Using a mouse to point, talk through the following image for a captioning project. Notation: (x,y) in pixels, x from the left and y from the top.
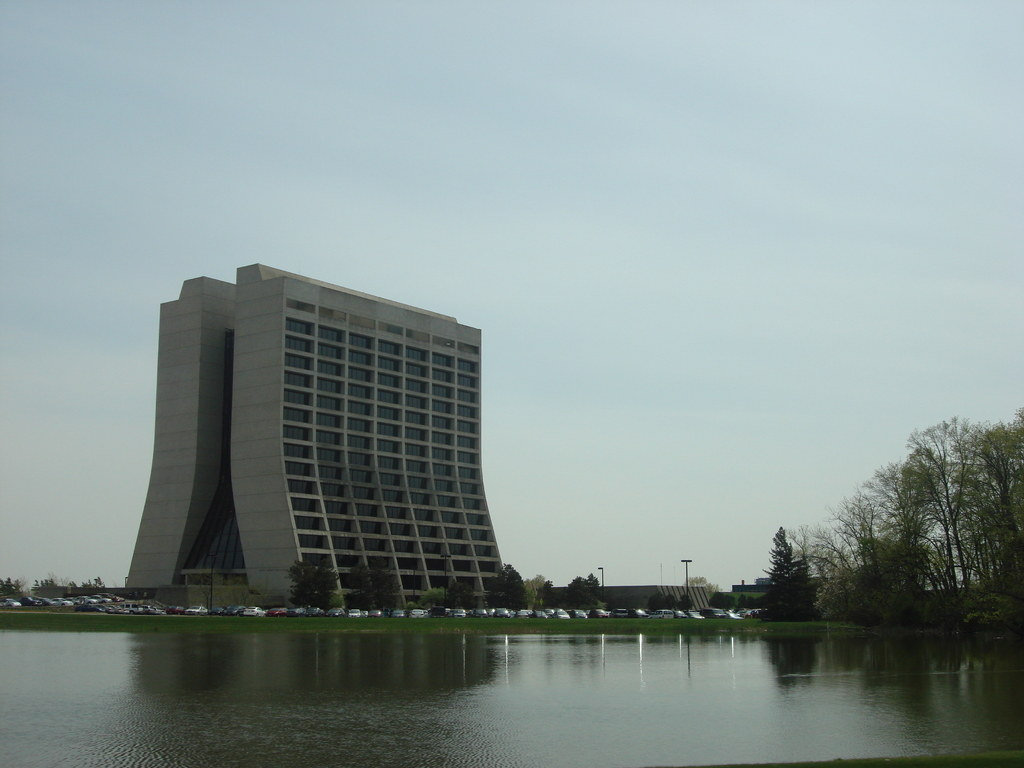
In this picture we can see water (665,686), trees (912,572) and few vehicles (219,607), in the background (669,590) we can find few poles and buildings (263,476).
